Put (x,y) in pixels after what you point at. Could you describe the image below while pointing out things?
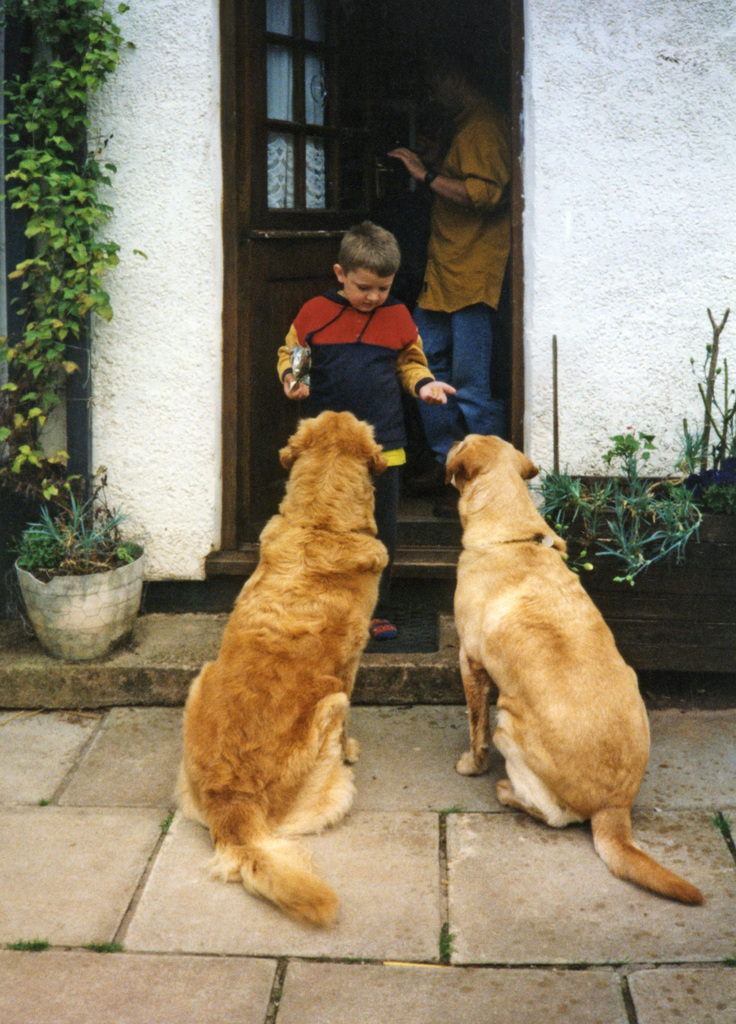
In this image we can see few persons (457,252). A person (349,349) is holding an object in his hand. There are two dogs (481,660) in the image. We can see the entrance (419,255) of the house (424,242). There are many plants (678,535) in the image.
